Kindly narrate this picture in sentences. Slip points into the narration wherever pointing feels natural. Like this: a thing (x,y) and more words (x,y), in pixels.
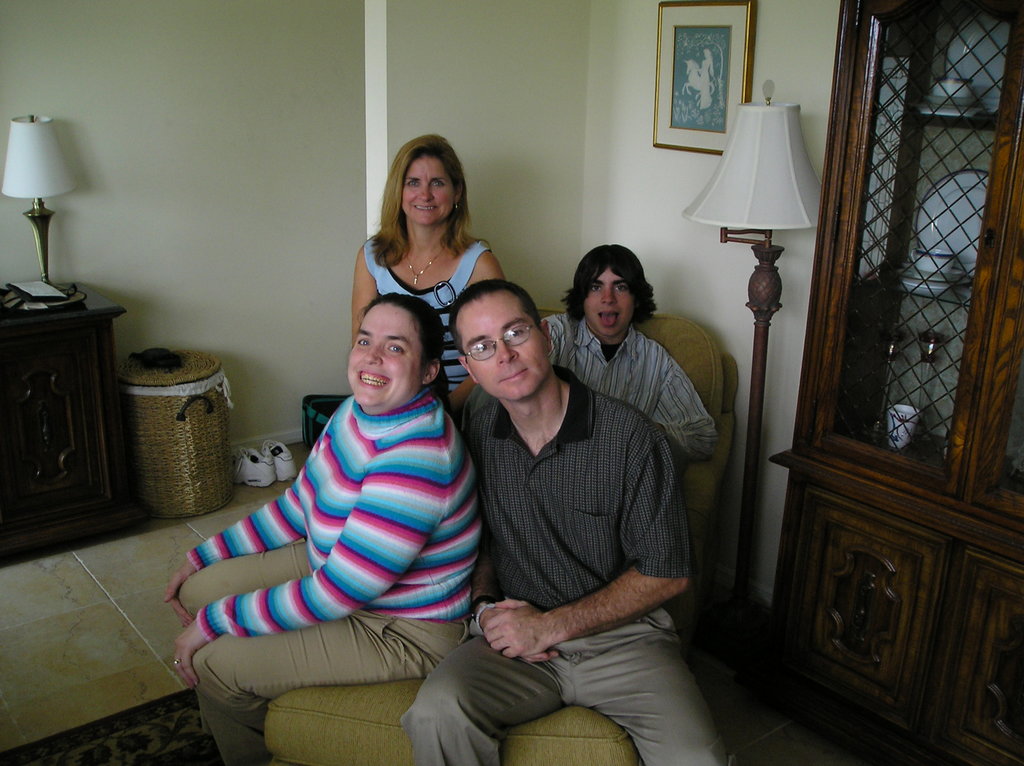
In this image, we can see people (498,412) sitting on the couch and in the background (679,262), we can see lamps (774,182) and there is a cupboard (933,394) and there are some objects (933,213) in the shelves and we can see a frame (688,89) on the wall (544,194) and there is a stand (65,323), basket (184,406), shoes (269,453) and some other objects (30,309). At the bottom (80,663), there is a floor (82,679).
